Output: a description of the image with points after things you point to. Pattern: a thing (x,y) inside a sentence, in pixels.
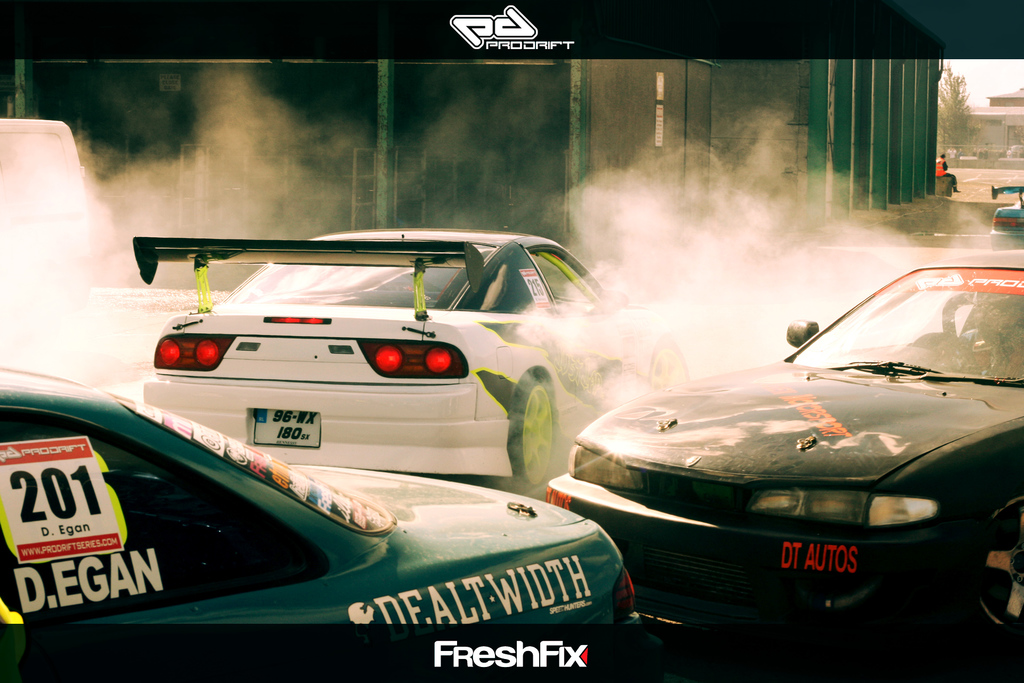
In this picture we can see three sports car (492,552) in the front (492,552). Beside there is a smoke (732,288). In the background (711,111) we can see the black wall (638,146).
